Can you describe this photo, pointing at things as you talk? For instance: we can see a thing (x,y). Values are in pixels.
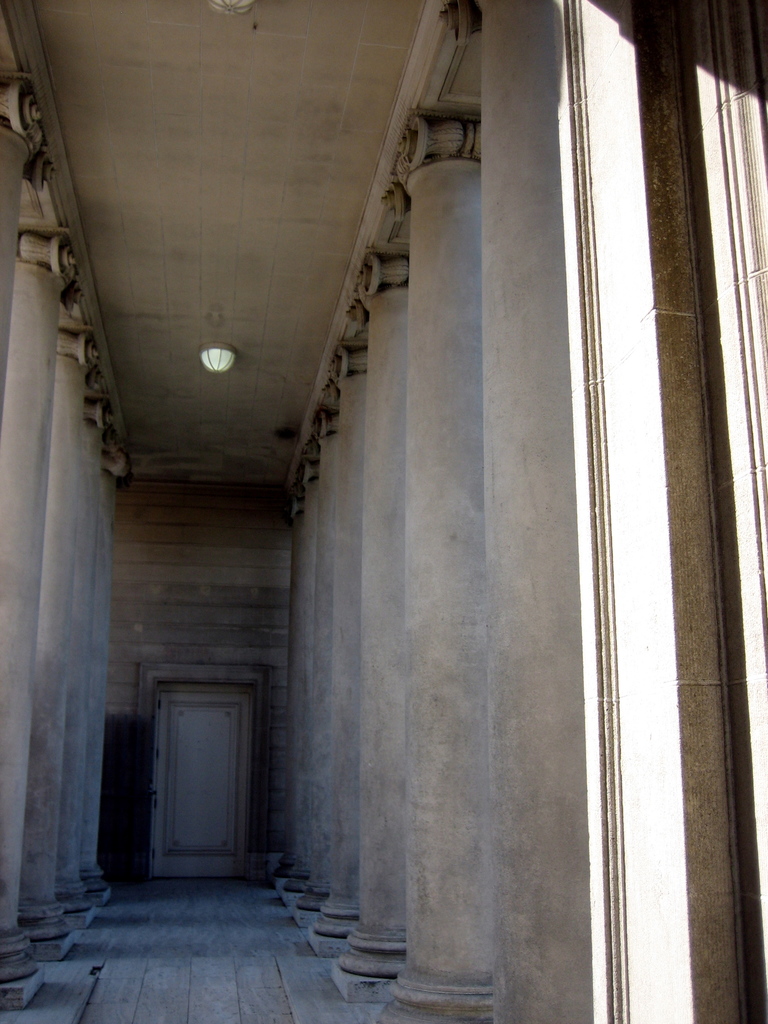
In this picture we can see the floor (161,973), pillars (20,701), door (162,872), wall (210,629) and in the background (221,383) we can see the light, ceiling (199,244).
